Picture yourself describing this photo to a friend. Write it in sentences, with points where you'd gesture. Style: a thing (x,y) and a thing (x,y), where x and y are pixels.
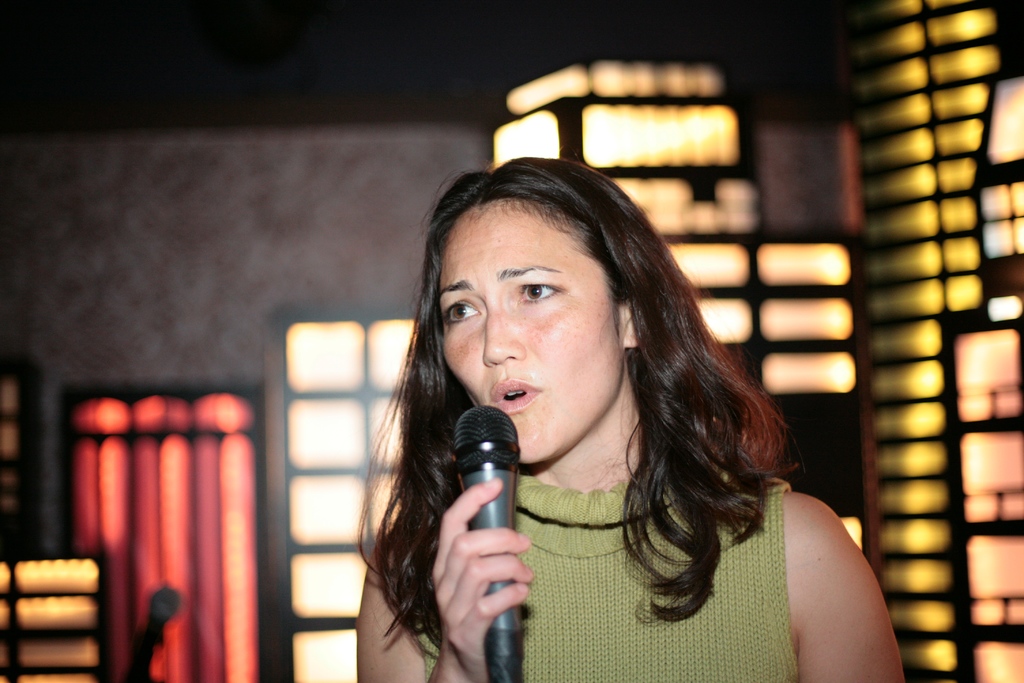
In this picture we can see a person (459,417) holding mike (484,477). On the background (170,216) we can see wall (218,225).
